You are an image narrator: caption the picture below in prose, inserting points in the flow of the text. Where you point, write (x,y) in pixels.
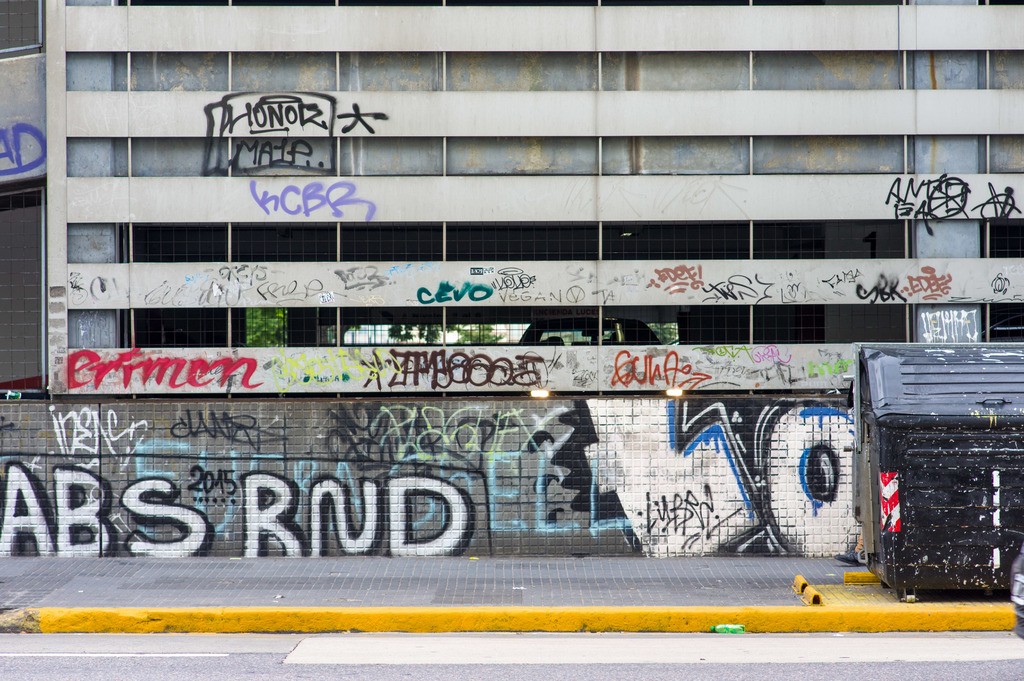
In this image we can see a building (511,411) with text (487,487) on the walls (332,59) and there is a fence (628,315) to the building (662,251), there is a car (596,325) inside the building (299,335), there are trees (254,325) in the background (273,341) and in front of the building (927,183) there is a black color object (929,481) on the pavement (598,572) and there is a road (719,654) beside the pavement (921,625).
